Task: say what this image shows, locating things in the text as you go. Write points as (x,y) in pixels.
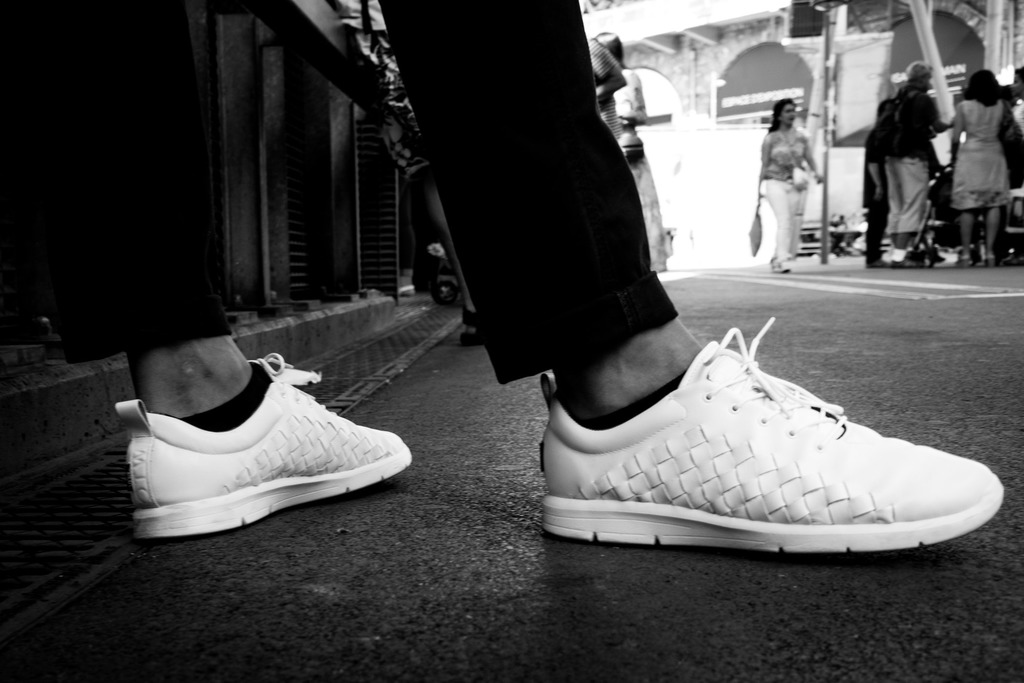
In this picture we can see a close view of the person legs (530,245) wearing a white shoe (854,477). Behind we can see a group of girls (915,104) standing and discussing something.
